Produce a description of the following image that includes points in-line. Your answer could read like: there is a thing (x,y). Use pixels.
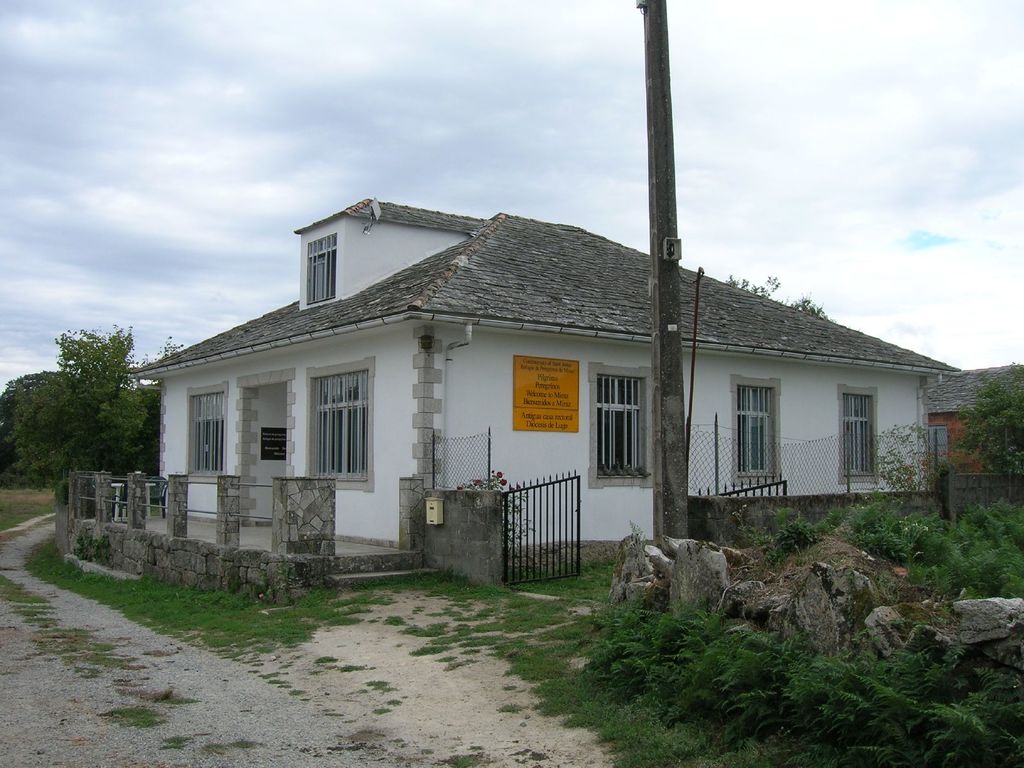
In this image we can see the houses (774,442), there are some trees (59,470), stones (711,551), windows (368,459), grass (732,622) and boards (519,381), on the boards (518,396), we can see some text (561,378), also we can see a pole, gate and the wall (762,369).
